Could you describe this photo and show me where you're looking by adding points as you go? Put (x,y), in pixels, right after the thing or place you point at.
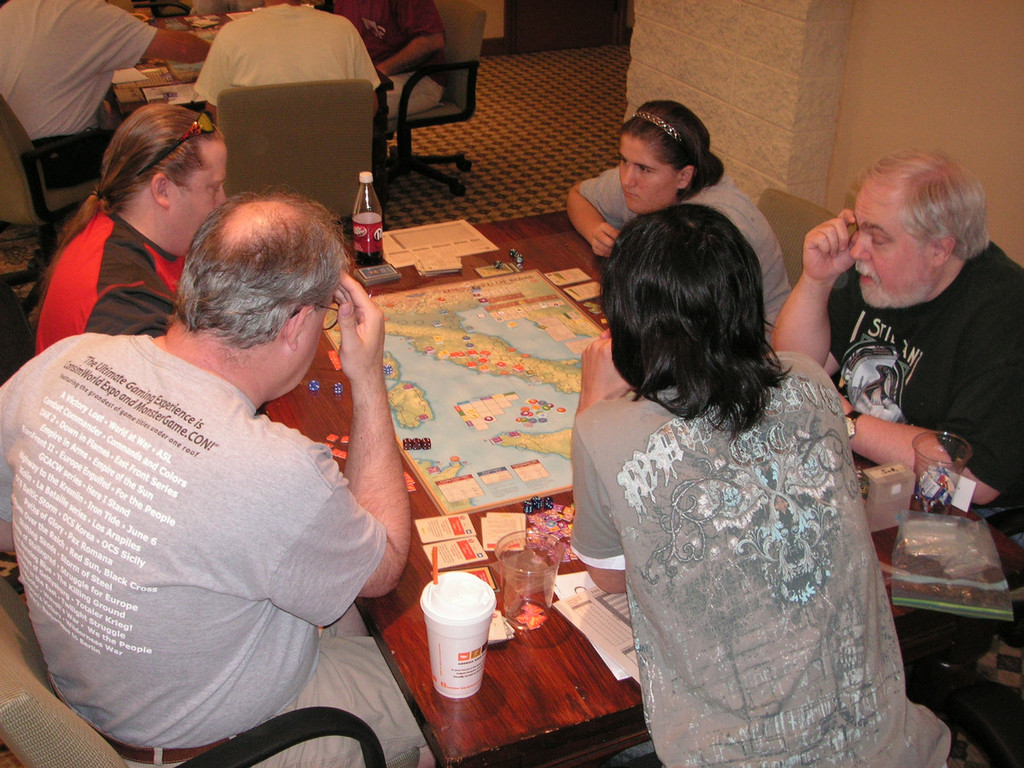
This picture describes about group of people (628,291) they are seated on the chair (227,757) in front of them we can find cups (460,615) bottle (362,220) a map (469,293) on the table (529,228).
